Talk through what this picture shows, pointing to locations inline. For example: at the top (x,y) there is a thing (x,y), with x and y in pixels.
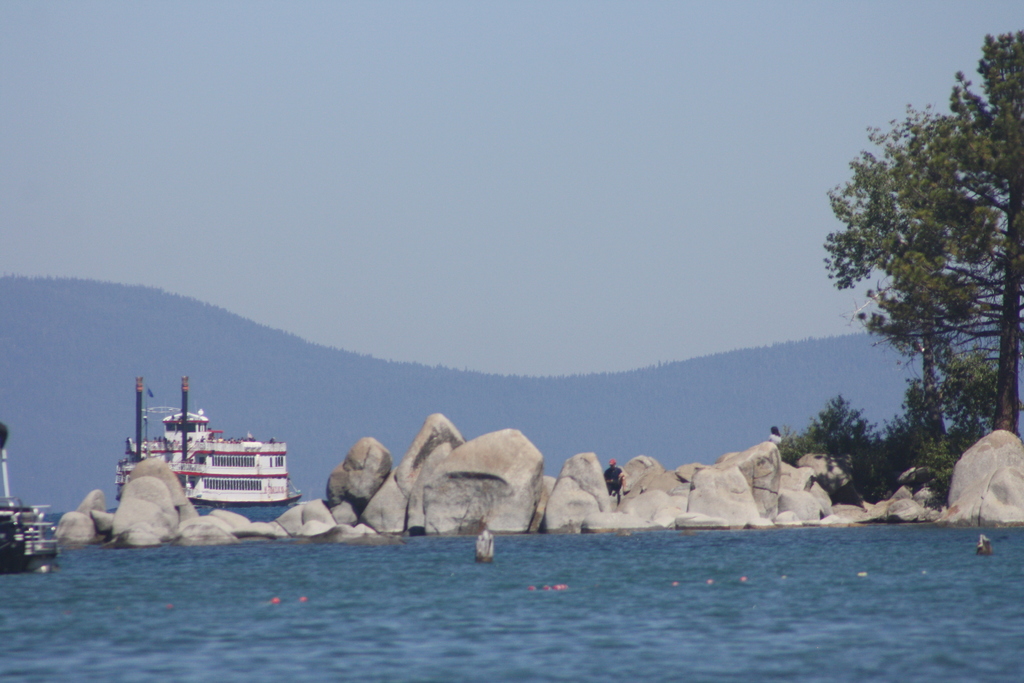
At the bottom of the picture (337,608), we see water (120,660). In the middle of the picture (488,453), the man (613,479) in black jacket (605,482) is sitting on the rocks (425,482). Beside that, we see a boat (240,457). On the right side (1008,48), we see trees (890,437) and plants (888,470). There are trees (156,344) and hills (271,388) in the background (487,375). At the top of the picture (299,66), we see the sky (480,138).
